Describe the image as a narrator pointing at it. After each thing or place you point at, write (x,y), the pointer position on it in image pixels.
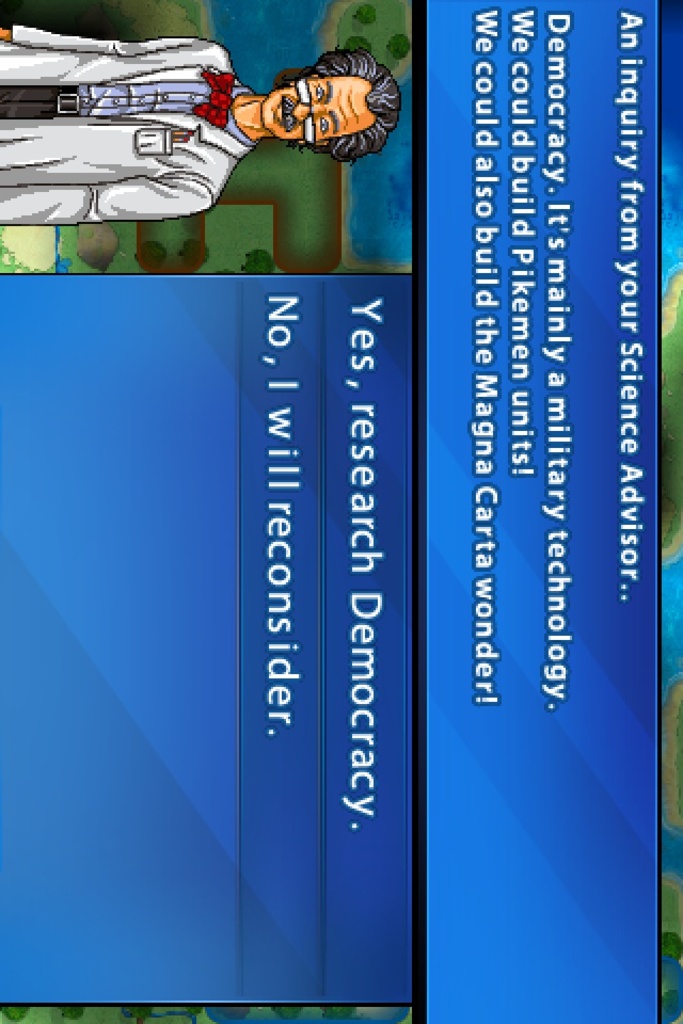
In this image we can see an animation. In the animation there is a man (170,149) standing and text (549,249).
